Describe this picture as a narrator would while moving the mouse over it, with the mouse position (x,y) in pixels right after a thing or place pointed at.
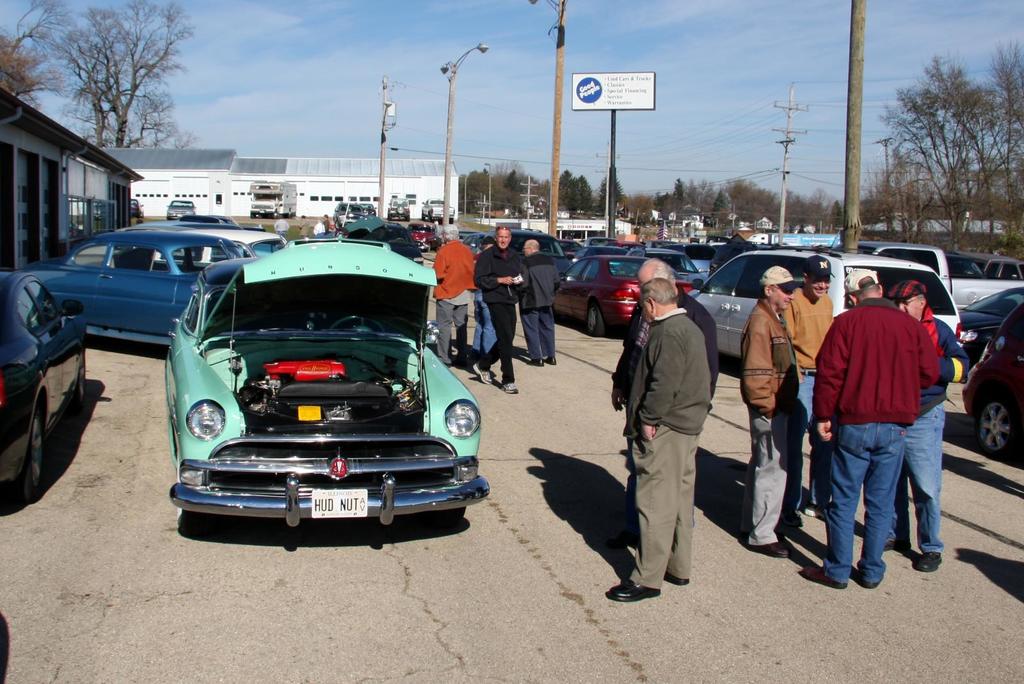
In this image we can see a group of people (886,463) standing and some vehicles (384,410) parked on the ground (513,554). On the left side of the image (54,164) we can see buildings (96,191) with windows (86,226) and pipes (64,184). In the background (444,216), we can see some poles (613,204), board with some text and group of trees (982,177). At the top of the image (747,109) we can see the sky (641,168).
